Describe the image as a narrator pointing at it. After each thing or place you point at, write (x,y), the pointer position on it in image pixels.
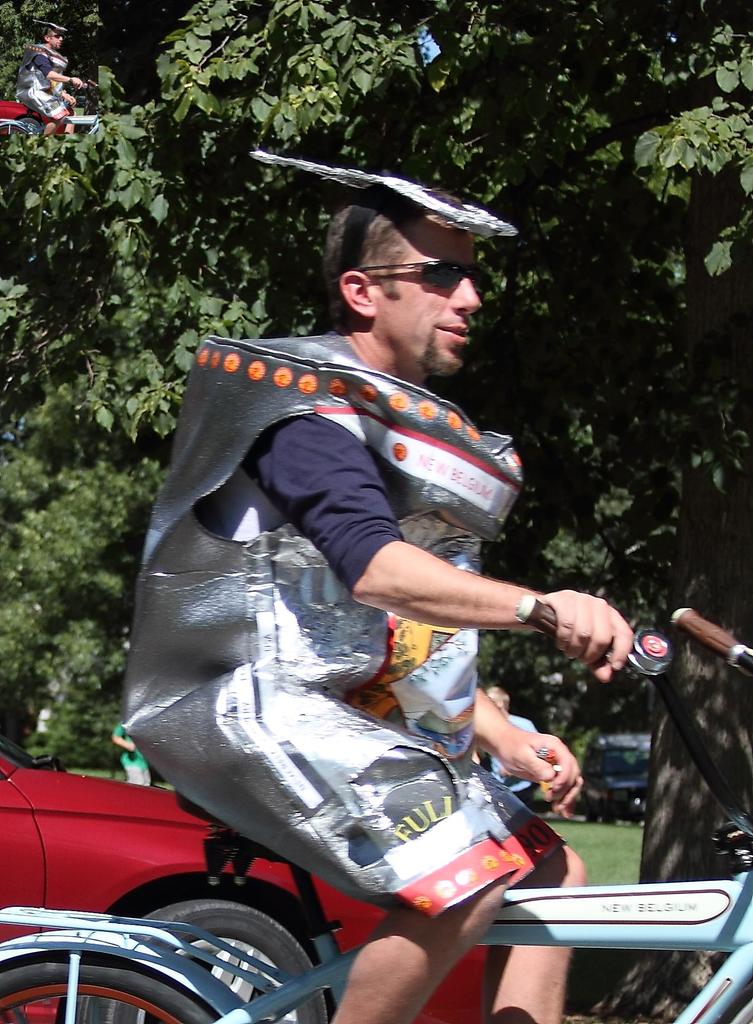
In this image i can see a man (320,767) riding a bicycle (212,999), at the back ground (138,855) i can see a car (131,839) and a tree (90,490).
